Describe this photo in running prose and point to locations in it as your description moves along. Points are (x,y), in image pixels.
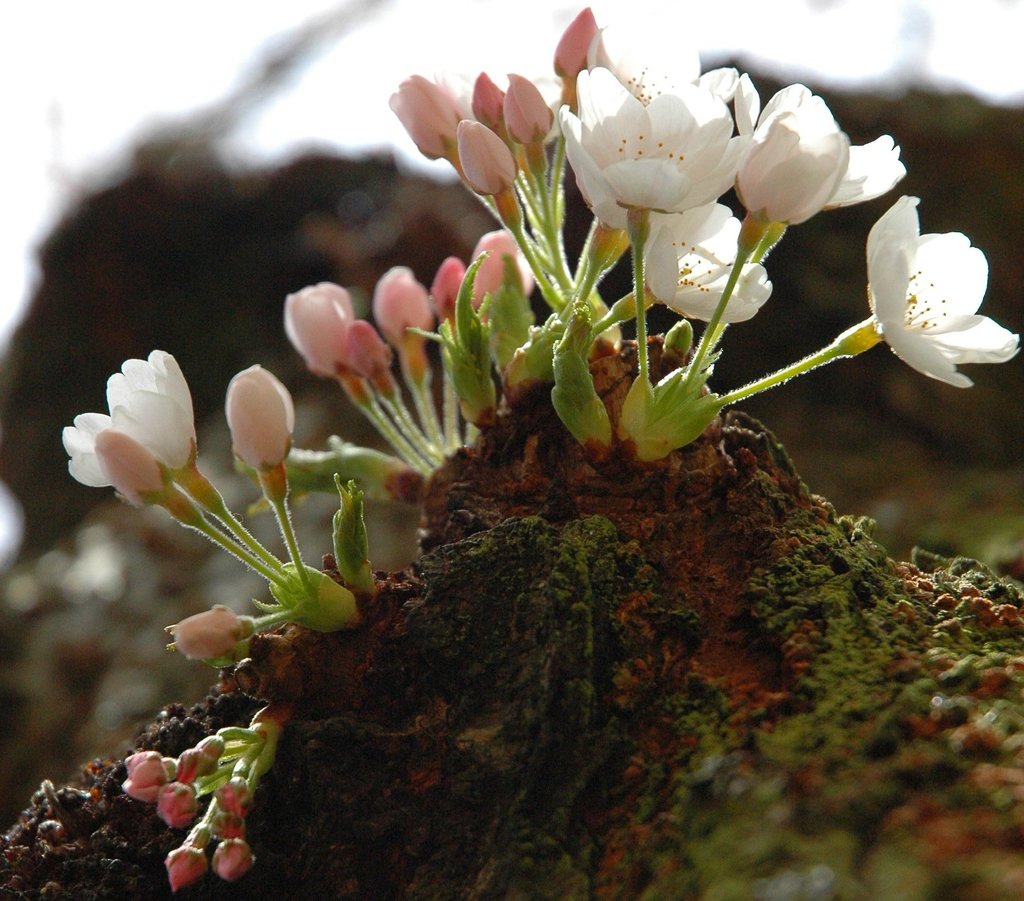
In this picture I can observe white and pink color flowers (582,181) on the tree trunk (491,484). On the left side (149,770) I can observe pink color flower buds (215,756). The background (151,220) is completely blurred.
